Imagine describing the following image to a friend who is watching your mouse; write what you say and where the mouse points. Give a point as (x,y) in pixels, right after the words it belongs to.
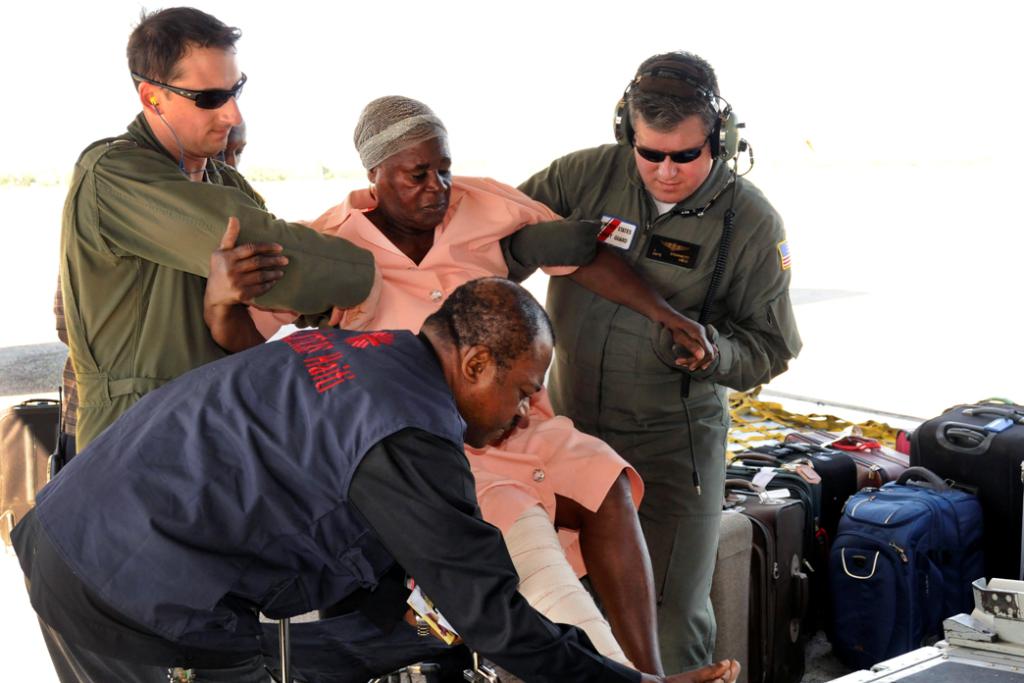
In this image we can see a persons (529,190) holding a old woman (560,443). On the right side of the image (804,477) we can see luggage (813,490).
